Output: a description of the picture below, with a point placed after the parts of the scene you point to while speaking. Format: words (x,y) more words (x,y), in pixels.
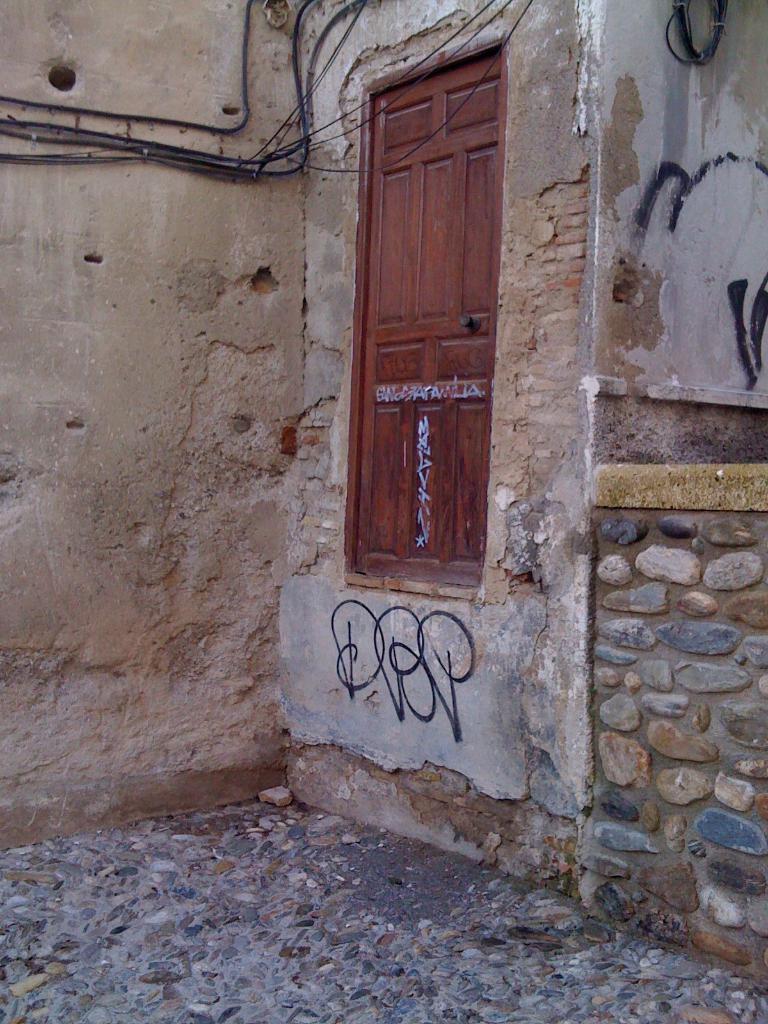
In this image there is a wall (515,449), there is a door (452,404), there is text (451,717) on the wall (427,653), there are wires (223,129) on the wall (326,138), there is ground (303,938) towards the bottom of the image (238,959), there is a stone (270,789) on the ground (292,807), there is a wire (720,25) towards the top of the image (687,37).
